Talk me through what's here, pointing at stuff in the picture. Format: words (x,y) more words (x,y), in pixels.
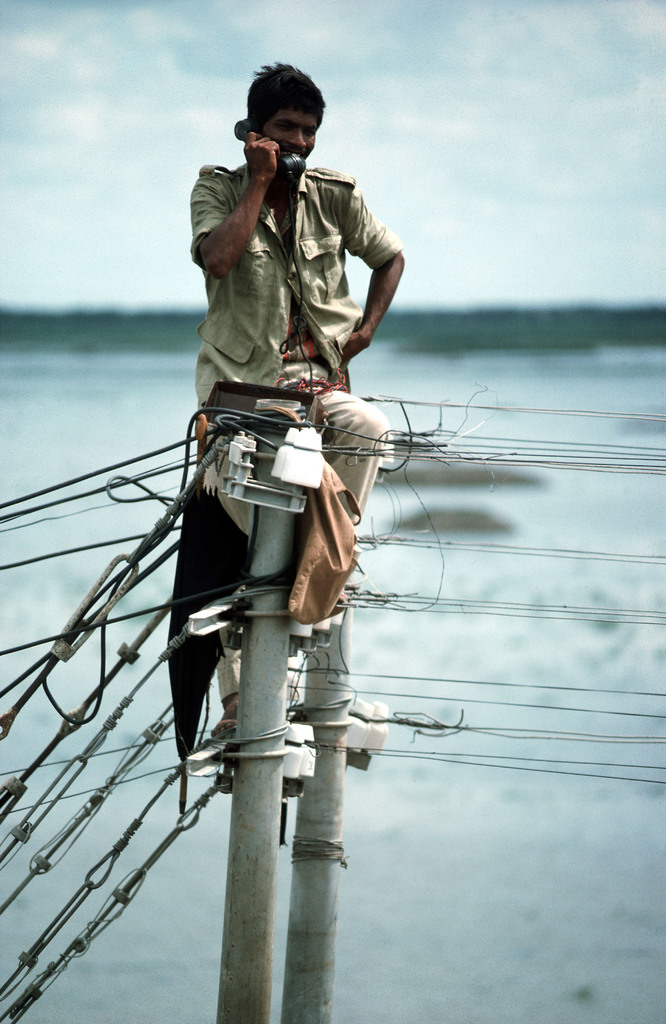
In this image we can see the electrical poles (310,642) with wires (1,791). We can also see a man (341,471) sitting on the pole (296,503) and holding the phone (285,173). The background (644,268) is not clear but we can also see the sky (477,83) with the clouds (167,164).
